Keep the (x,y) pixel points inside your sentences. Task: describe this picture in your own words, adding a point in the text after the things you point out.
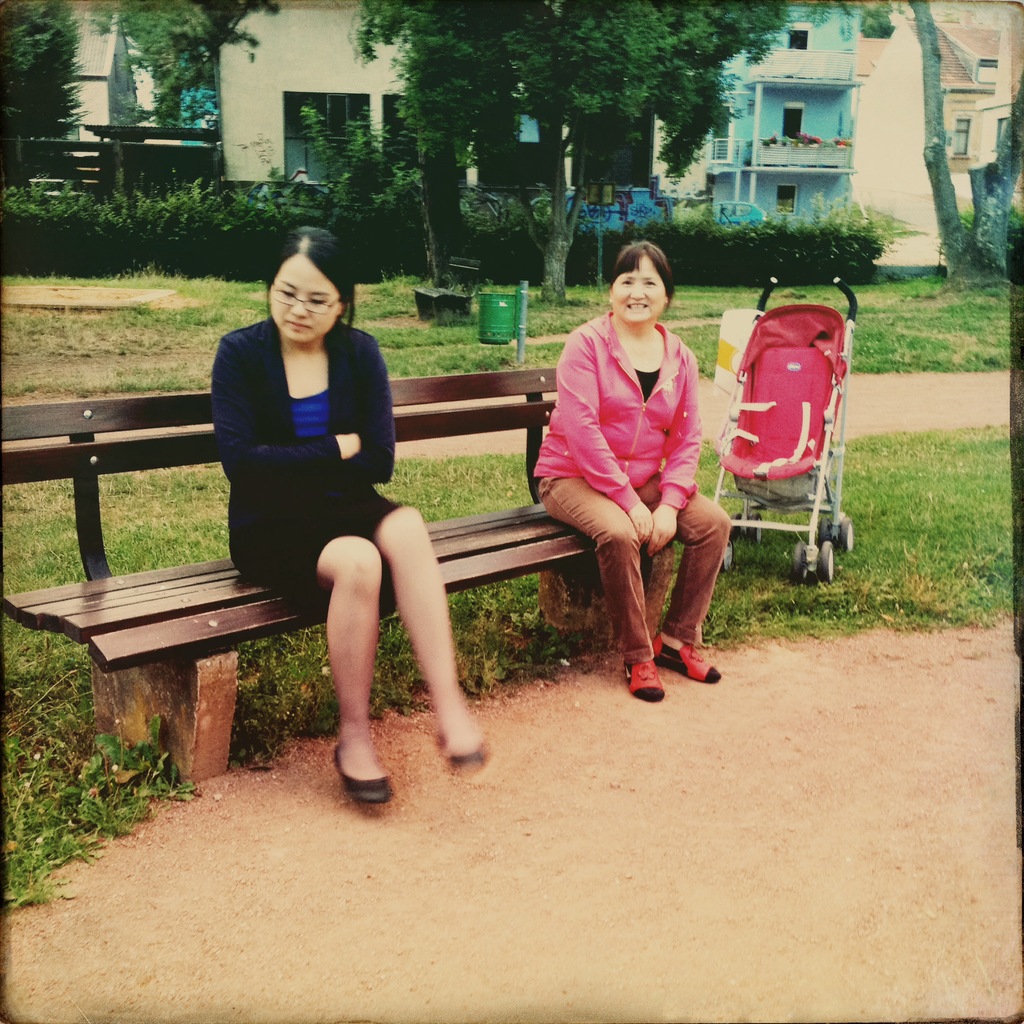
In the image I can see two ladies (284,561) sitting on the bench (449,552) and to the side there is a baby trolley (767,501) and around there are some trees (443,197), plants (156,754) and some other things (824,82).
